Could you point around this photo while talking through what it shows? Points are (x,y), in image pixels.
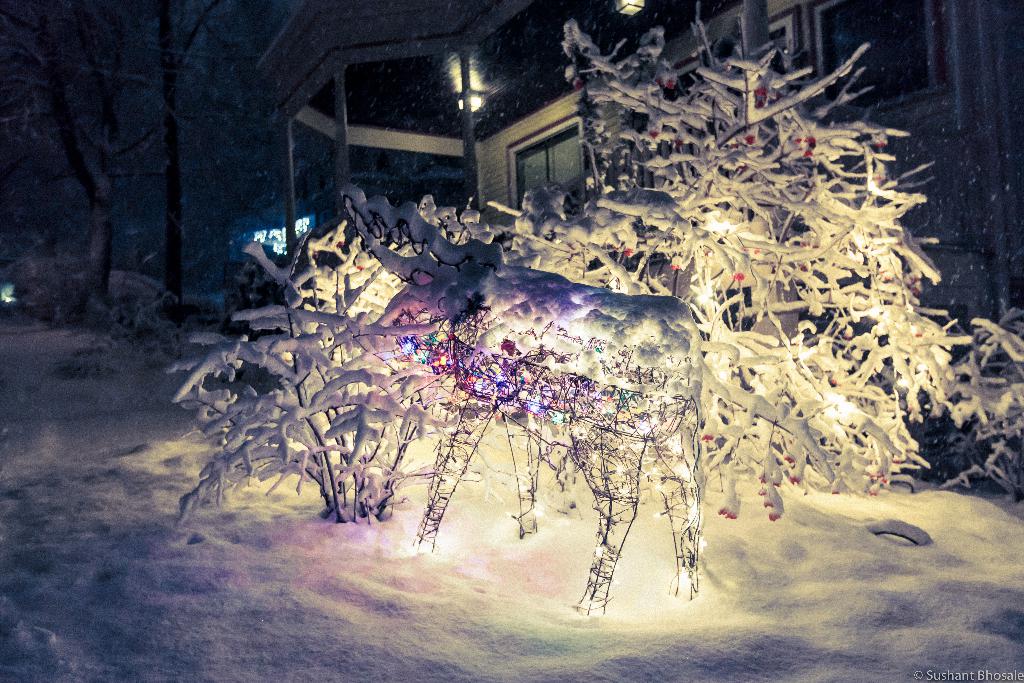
In this image land (1005,655) covered with snow (946,501) and there is also a plant (336,320) which is also covered with snow (344,344) and there are lights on it. In the background (74,173) I can see trees (92,4) and a house (1020,133).
